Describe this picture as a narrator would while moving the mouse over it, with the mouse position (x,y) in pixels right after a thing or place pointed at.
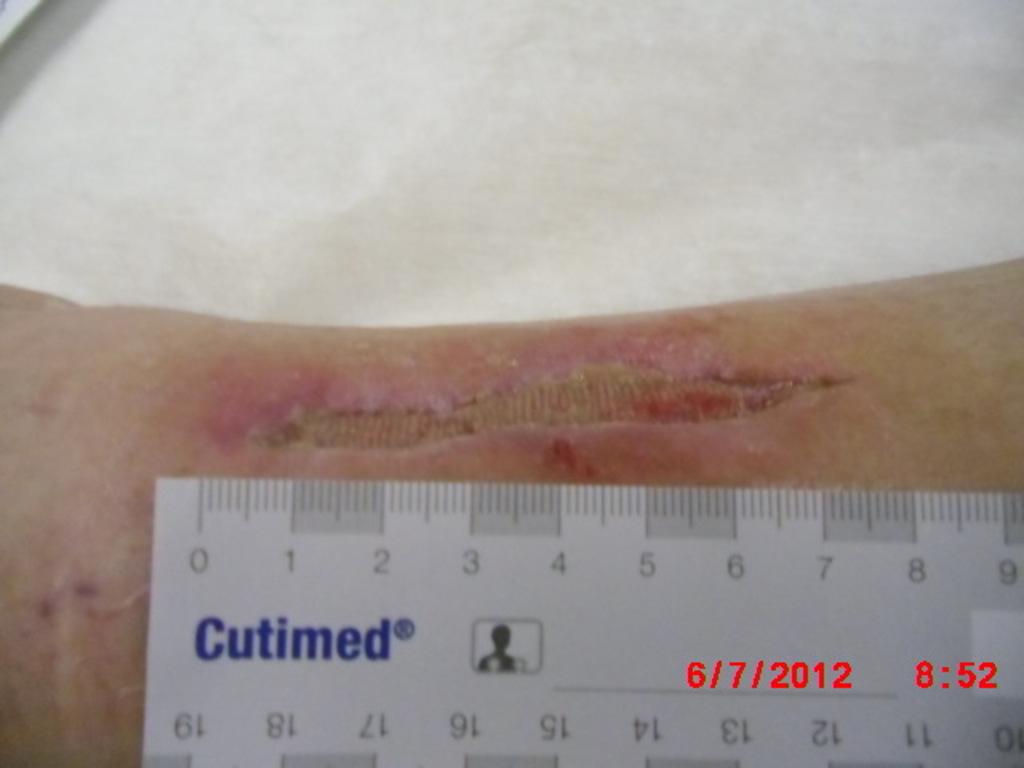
In this image there is a scale ruler (566,636) on an injured body part (521,474), at the bottom of the image (779,671) there is a date (759,674) and time (989,679).
